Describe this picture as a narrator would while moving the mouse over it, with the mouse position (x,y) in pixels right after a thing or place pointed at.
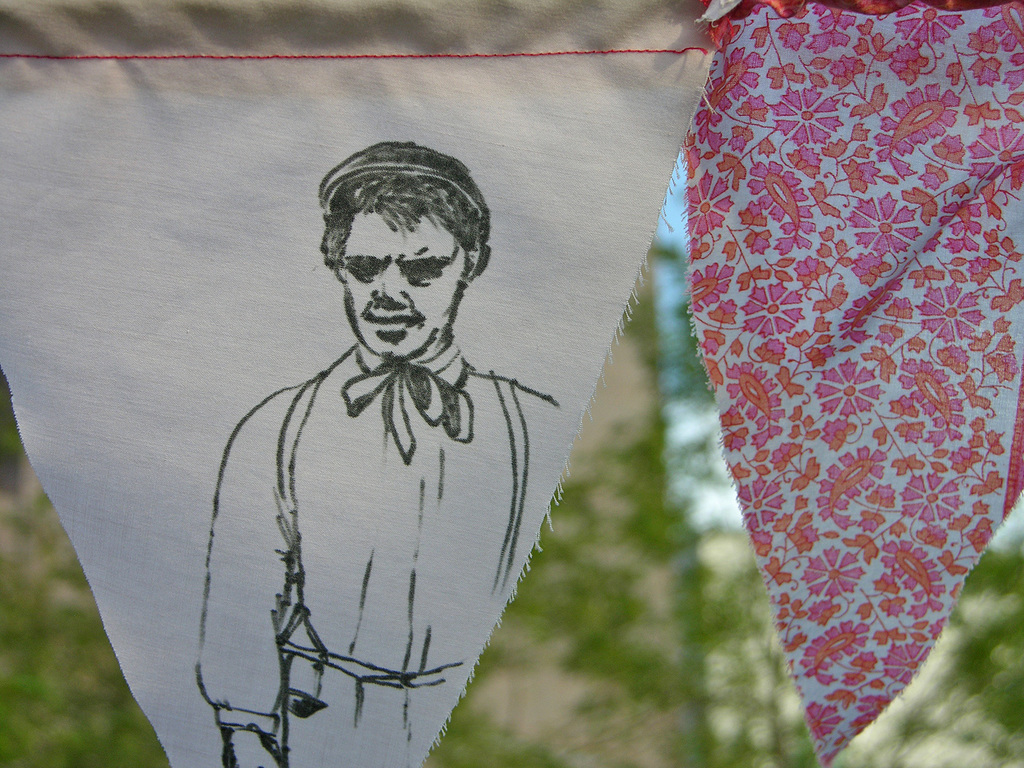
In this image we can see two clothes (967,490) hanging at the top of the image (446,231), one man's image (218,515) printed on the white cloth (544,173), some trees (659,533) in the background (653,494), it looks like a wall (621,359) in the background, in the background (671,233) there is the sky (1016,507) on the right side of the image (698,490) and the background (734,537) is blurred.
